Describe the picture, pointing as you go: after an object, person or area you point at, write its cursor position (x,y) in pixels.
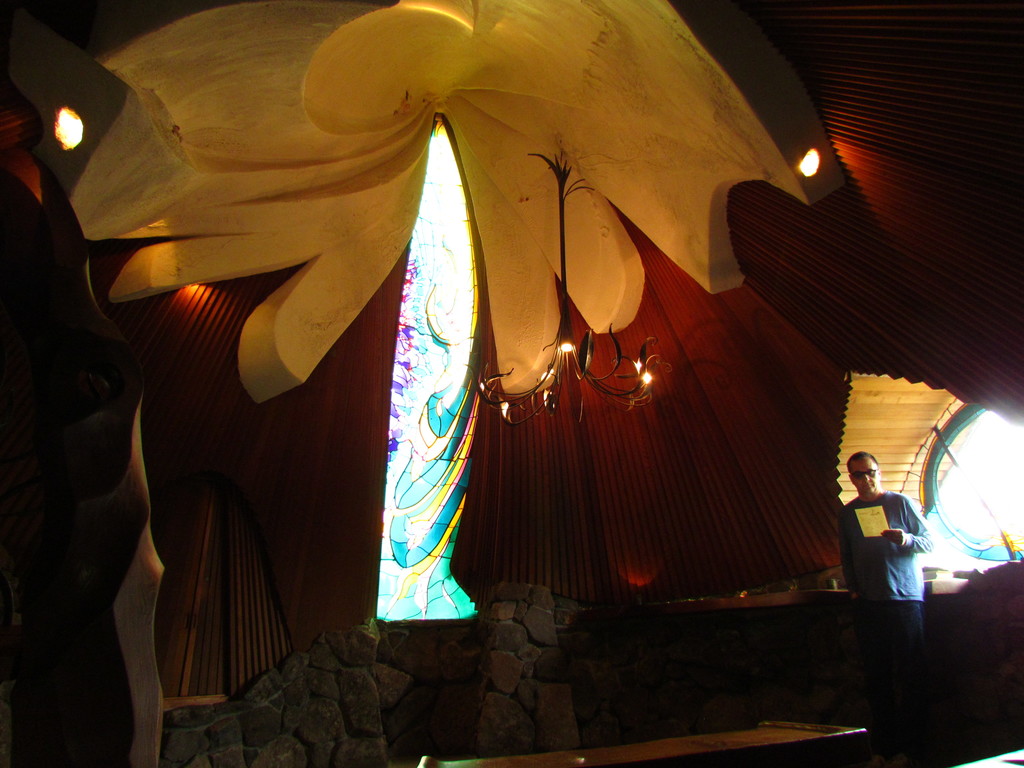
In this image we can see a person (912,653) standing on the floor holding a paper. We can also see some stones (529,631), a table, wall (240,662), windows (395,584), a chandelier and a roof (293,331) with some lights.
